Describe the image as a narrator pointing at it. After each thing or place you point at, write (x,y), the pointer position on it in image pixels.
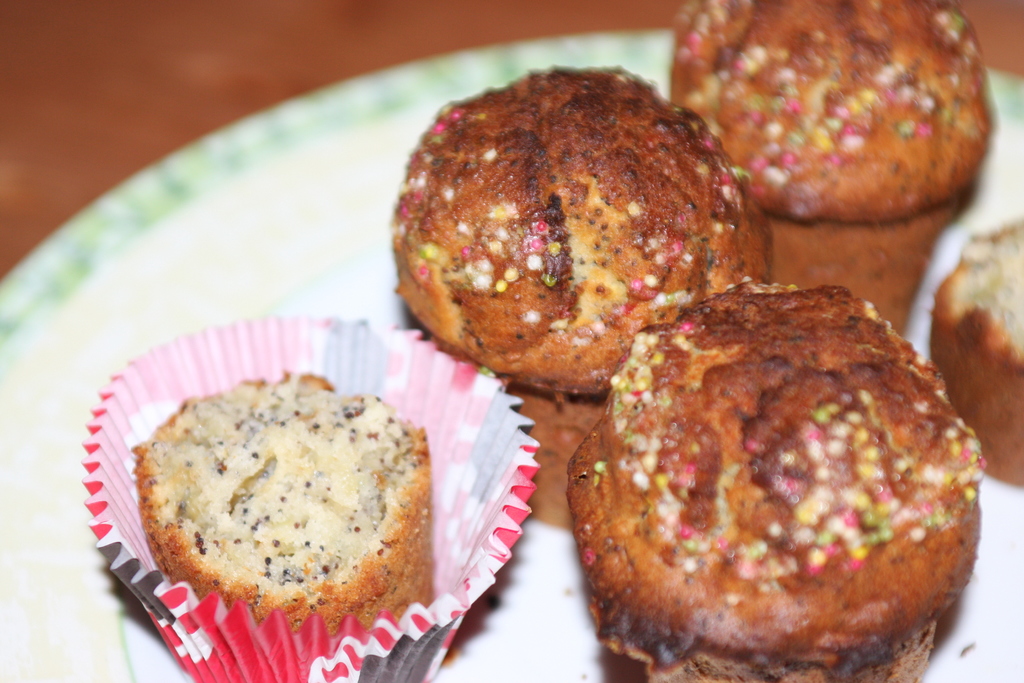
In this image we can see food items (627,405) in the plate (4,496). In the background of the image (244,117) there is a wooden surface (292,34).
